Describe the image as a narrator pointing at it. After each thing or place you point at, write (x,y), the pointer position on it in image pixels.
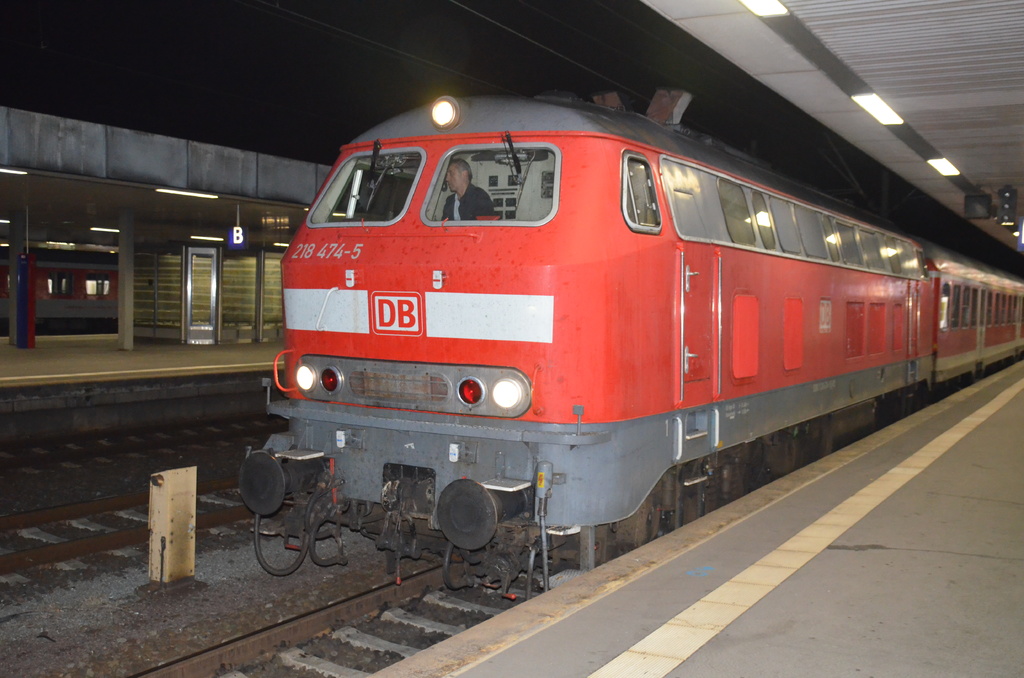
In the image we can see a train (549,417), red, white and gray in color and the train (610,473) is on the train track (465,597). There is a person (461,190) sitting in the train (443,255). This is a platform (922,556) and a dark sky (142,111).
